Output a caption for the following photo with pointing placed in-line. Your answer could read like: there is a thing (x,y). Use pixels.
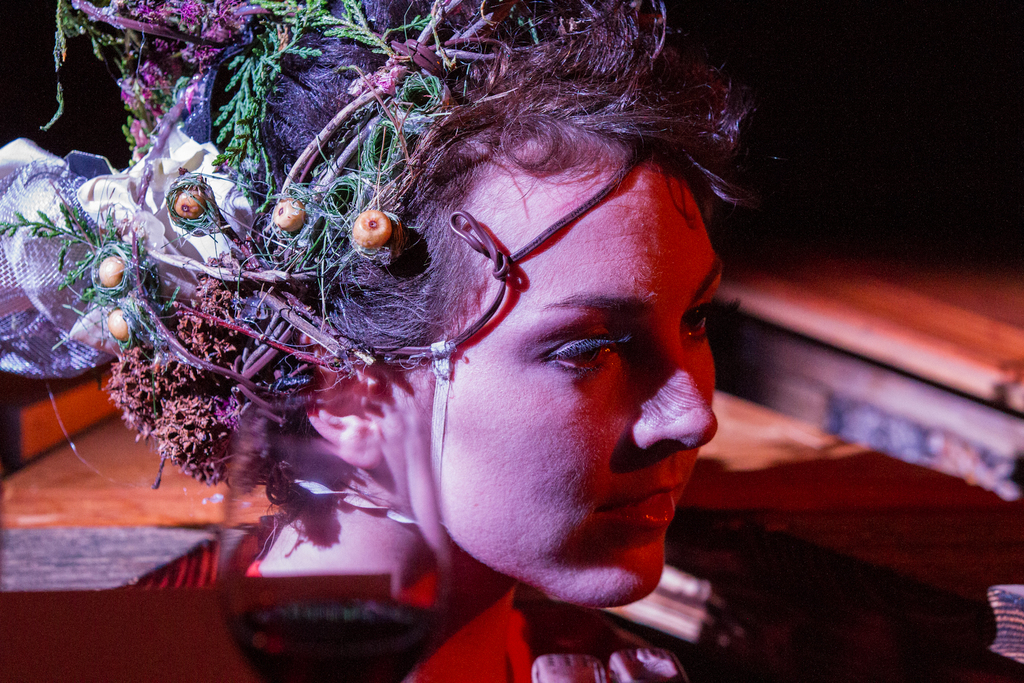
In this picture I can see a woman (525,380) and I can see few leaves (92,242) on her head (713,174) and I can see dark background (899,164).
